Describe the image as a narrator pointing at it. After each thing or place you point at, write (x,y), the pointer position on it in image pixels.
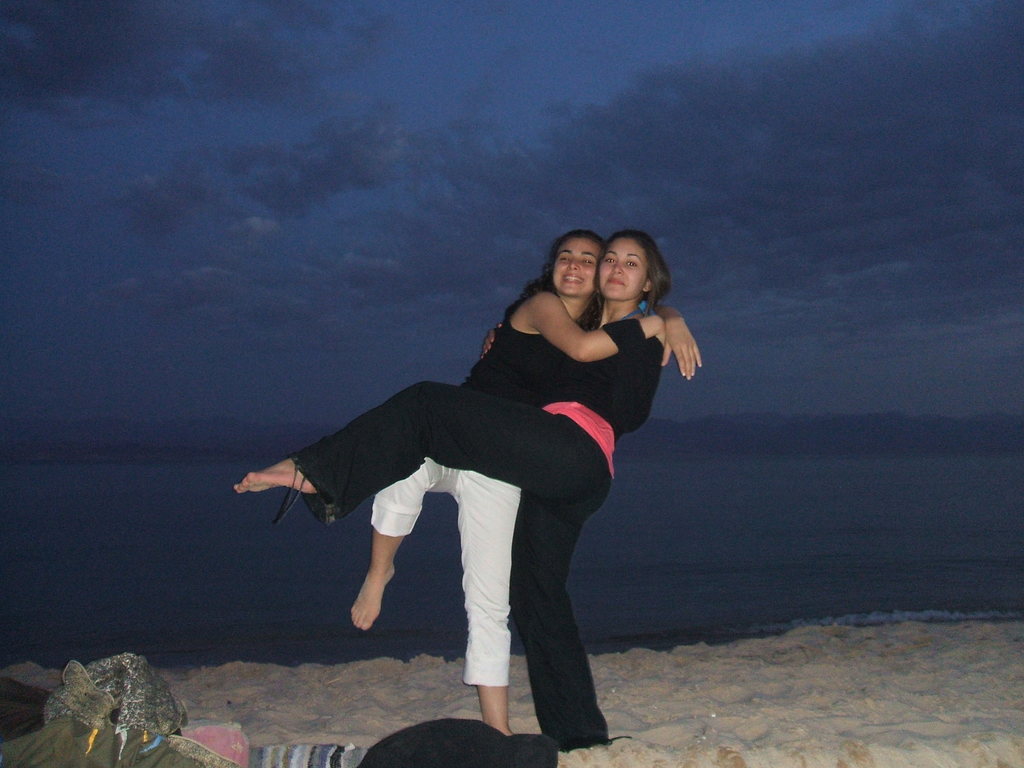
Here we can see two women (492,539) on the sand (820,740). This is water (783,525). In the background (688,100) we can see sky (762,281).
